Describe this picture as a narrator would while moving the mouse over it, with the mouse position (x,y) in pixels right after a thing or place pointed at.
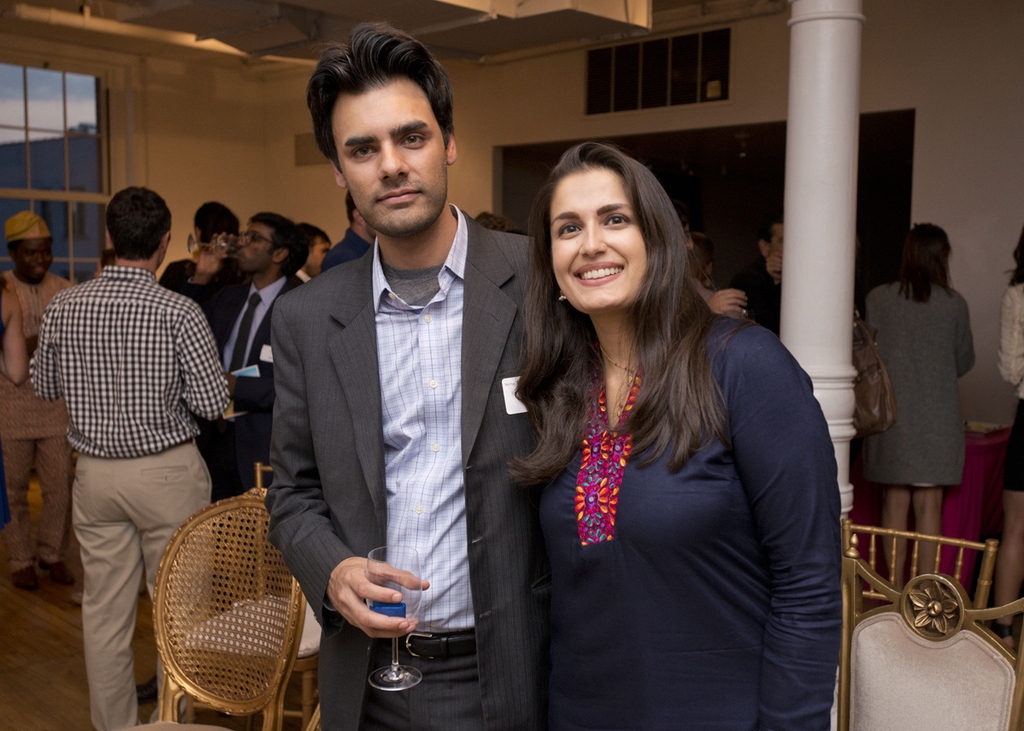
In the picture we can see a man (462,311) and a woman (667,563) standing, the man (405,513) is wearing a blazer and woman (777,401) is wearing a blue dress (656,571) and smiling and man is holding a glass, in the background (800,126), we can see some people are also standing and we can also see a wall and a window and a pillar (799,113) which is white in color.
